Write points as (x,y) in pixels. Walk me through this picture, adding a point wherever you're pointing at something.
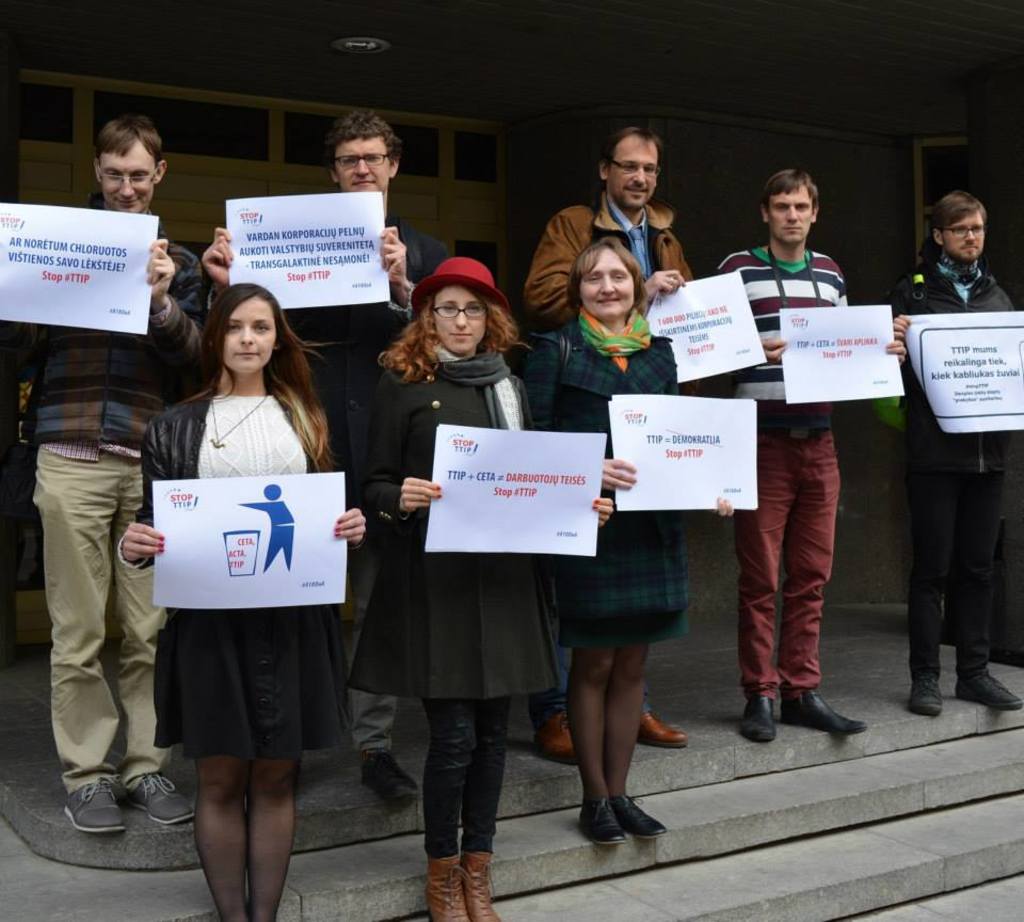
In this picture I see in the front side (483,346) 3 beautiful women (382,678) are standing on the stairs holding the papers (707,440) in their hands (719,507), behind them 5 men (53,526) are standing by holding the papers (349,281) in their hands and smiling.
